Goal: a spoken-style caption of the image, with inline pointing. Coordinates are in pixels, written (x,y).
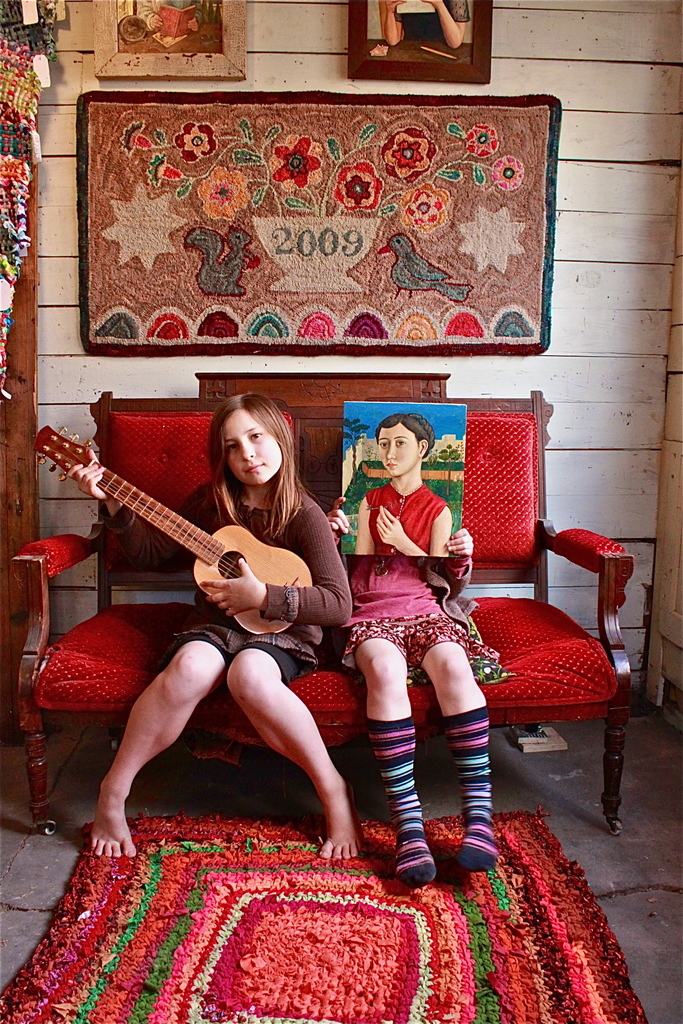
In this picture there are two girls (392,629) sitting on a couch (530,662) one girl (271,590) is holding a guitar (163,520) and another girl (388,612) is holding a painting frame (416,468) back side we can see a painted frame (267,201) and two more frames (402,41) to the wall (568,212) and on the floor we can see a colorful mat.
